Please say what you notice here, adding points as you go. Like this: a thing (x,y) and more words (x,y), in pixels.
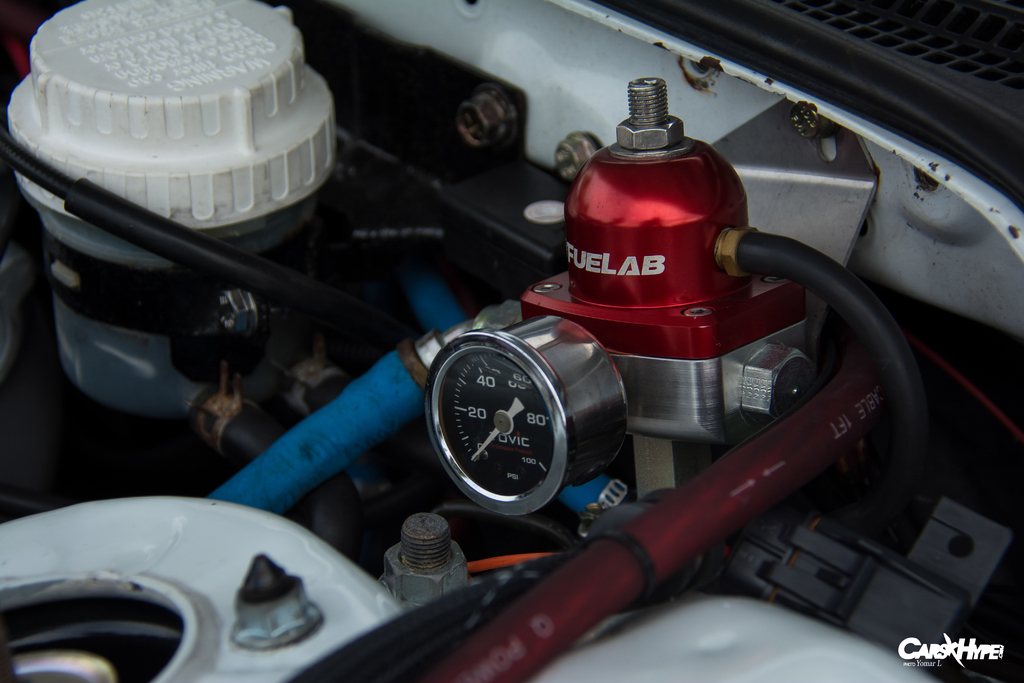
This image is a inside picture of a cars bonnet (912,237).
